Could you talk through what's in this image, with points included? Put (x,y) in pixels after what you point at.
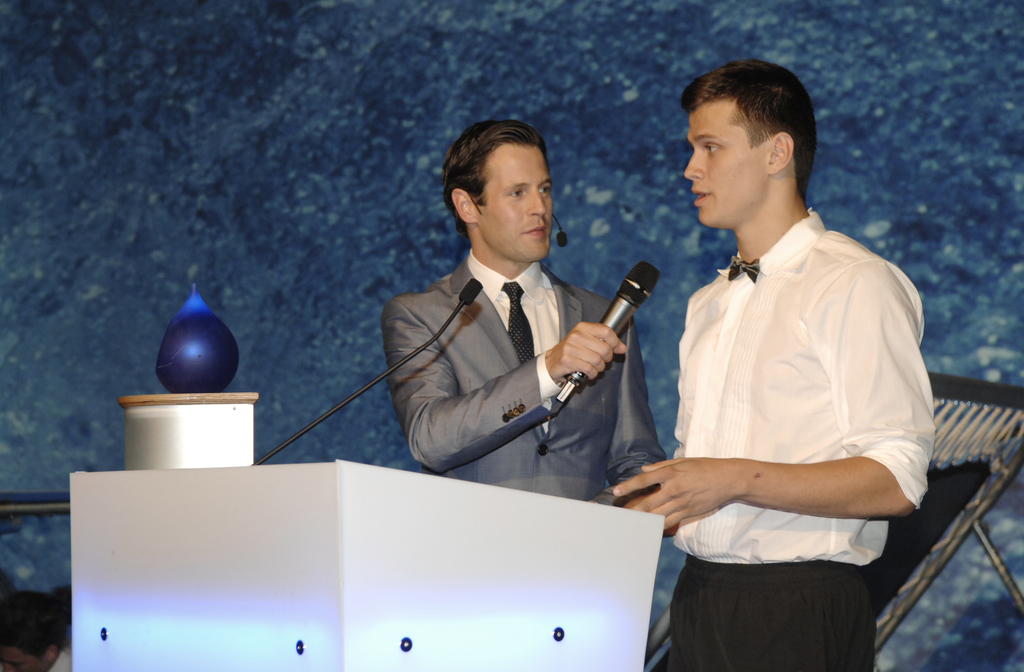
In this image two person (623,378) standing. The person (590,379) is holding a mic (634,299). There are standing in the front of podium (390,556).
